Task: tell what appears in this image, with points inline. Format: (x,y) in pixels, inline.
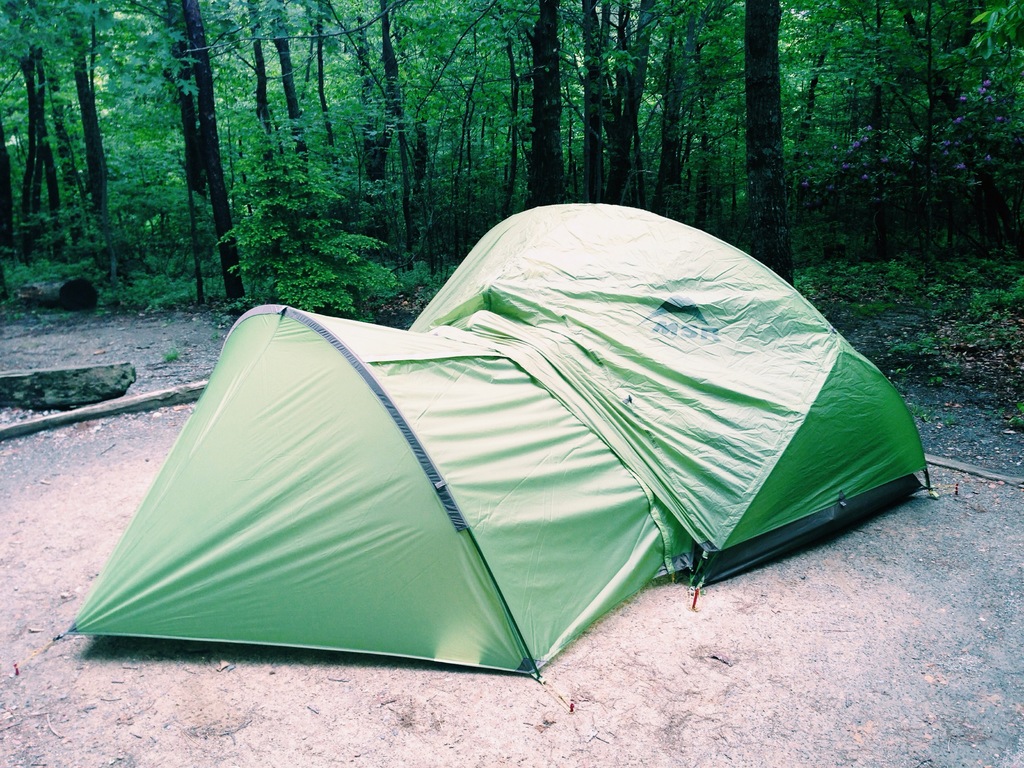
Here we can see green tent (381,341). Background (912,280) there are plants (874,205) and number of trees (493,130).
